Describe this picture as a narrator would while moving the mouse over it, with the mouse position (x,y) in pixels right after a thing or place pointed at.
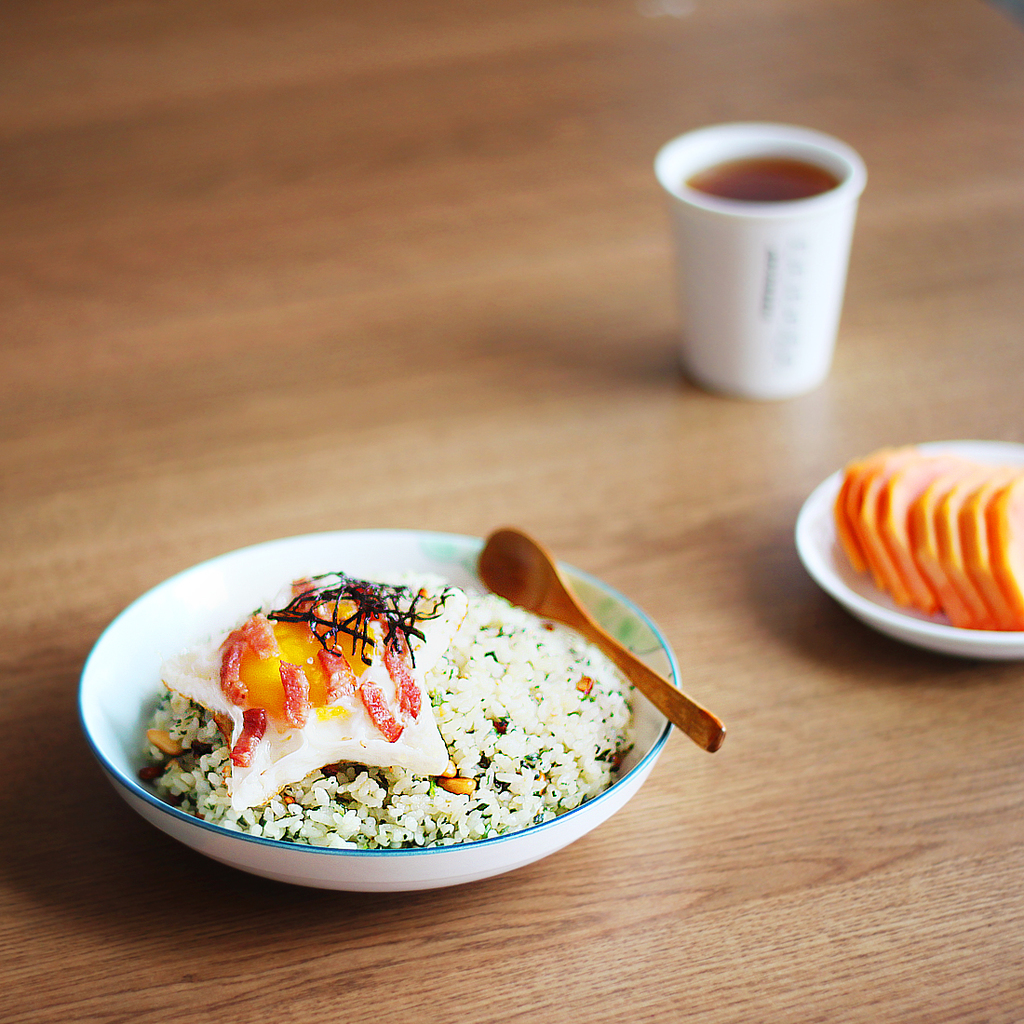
In the foreground of this picture (269,768), there is a bowl (424,867) with food (563,704) and spoon (579,629) on it. In the background (981,560), there are cut pieces of fruits (981,560) in a platter (867,618) and a cup (749,285) on the table (16,773).
